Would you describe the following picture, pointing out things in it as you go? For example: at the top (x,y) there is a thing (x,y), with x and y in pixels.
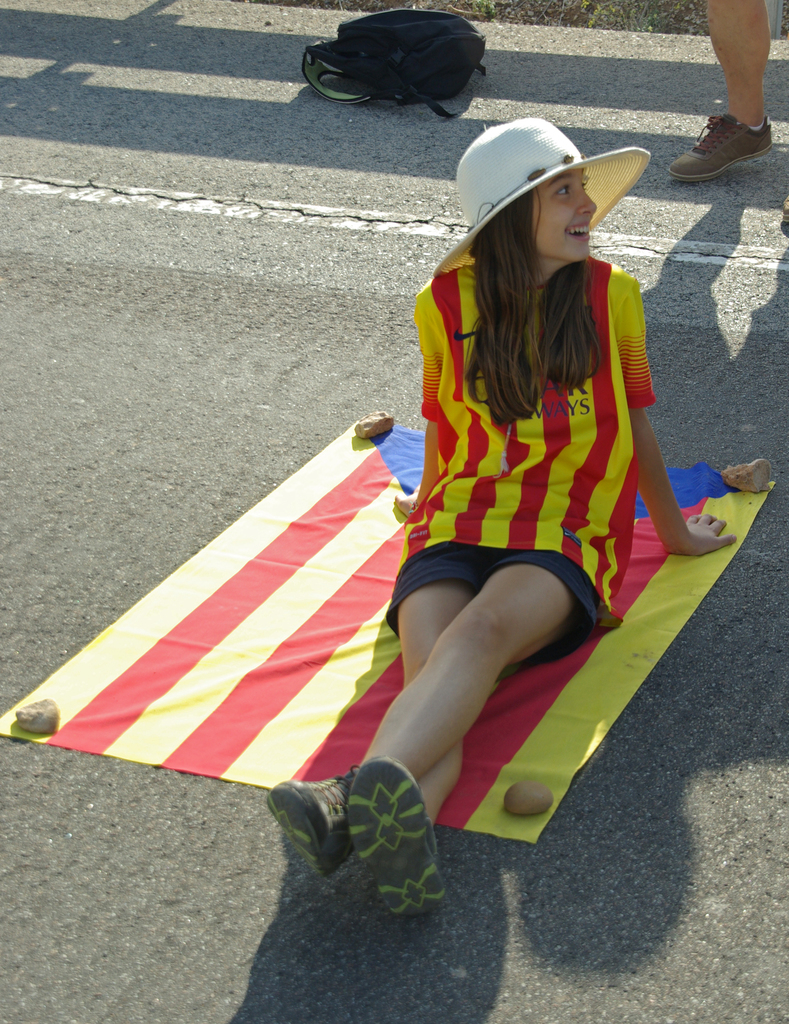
In the center of the image (496,538) we can see a girl (522,291) wearing a hat (539,124) and sitting on the flag (497,763) which is placed on the road (598,805) and there are stones (732,468). In the background (739,112) we can see a person's leg (751,14) and a bag (441,80).
